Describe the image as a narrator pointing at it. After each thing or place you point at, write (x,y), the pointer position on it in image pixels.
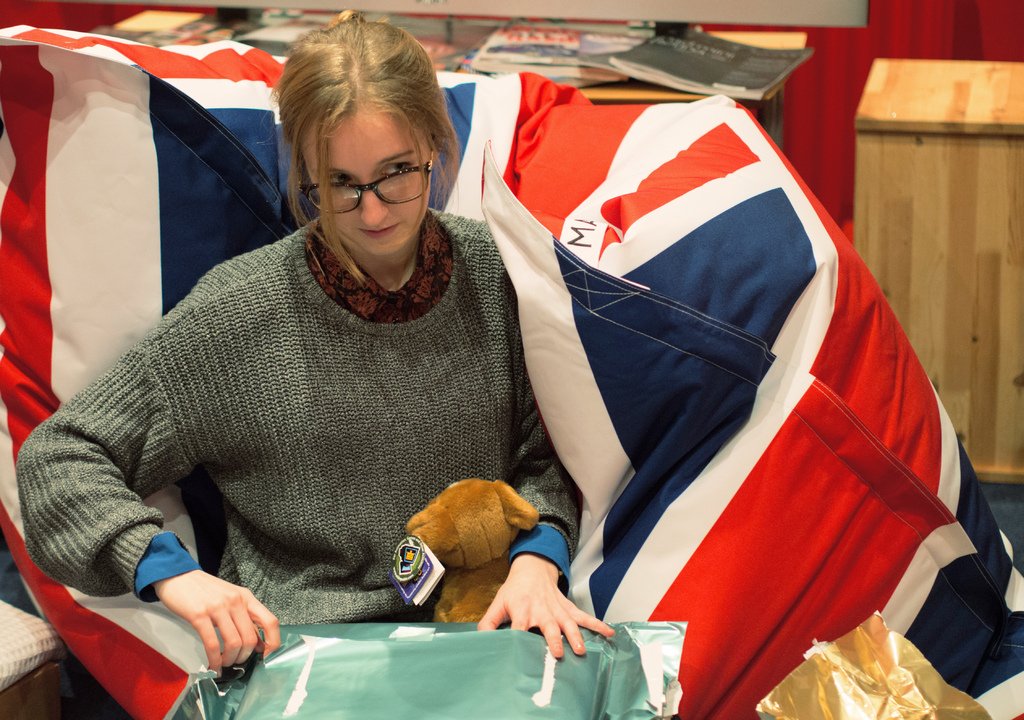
In this picture we can see a woman (290,460) kept her hands (228,657) on a blue object (373,628). There is a toy (442,553) visible and other things (414,592) are visible on this woman (211,413). We can see a colorful cloth (747,358) behind this woman (407,519). There are a few books (700,76) visible on the table (588,52). We can see a wooden object (902,77) on the right side (935,133).
